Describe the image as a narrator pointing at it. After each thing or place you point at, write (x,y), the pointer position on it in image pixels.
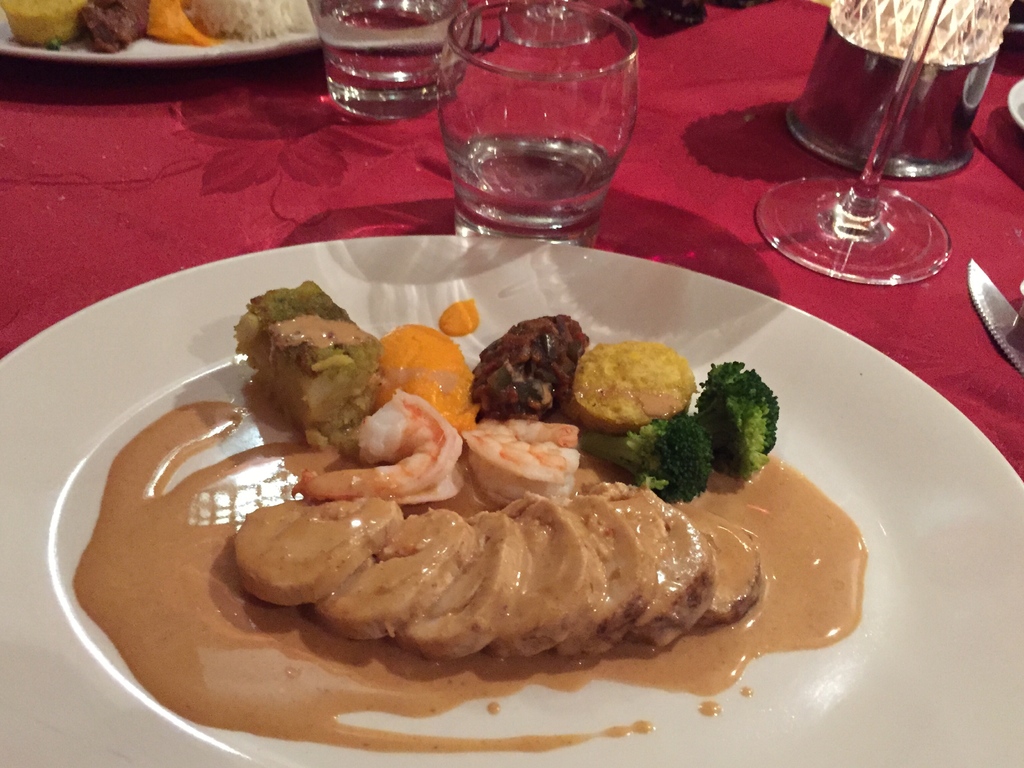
The picture consists of a table (800,205) covered with red cloth (263,142). In the picture there are plates (209,56), glasses (412,76), knife (987,317), lamp (907,15), drink (400,45) and different food items (365,411).
